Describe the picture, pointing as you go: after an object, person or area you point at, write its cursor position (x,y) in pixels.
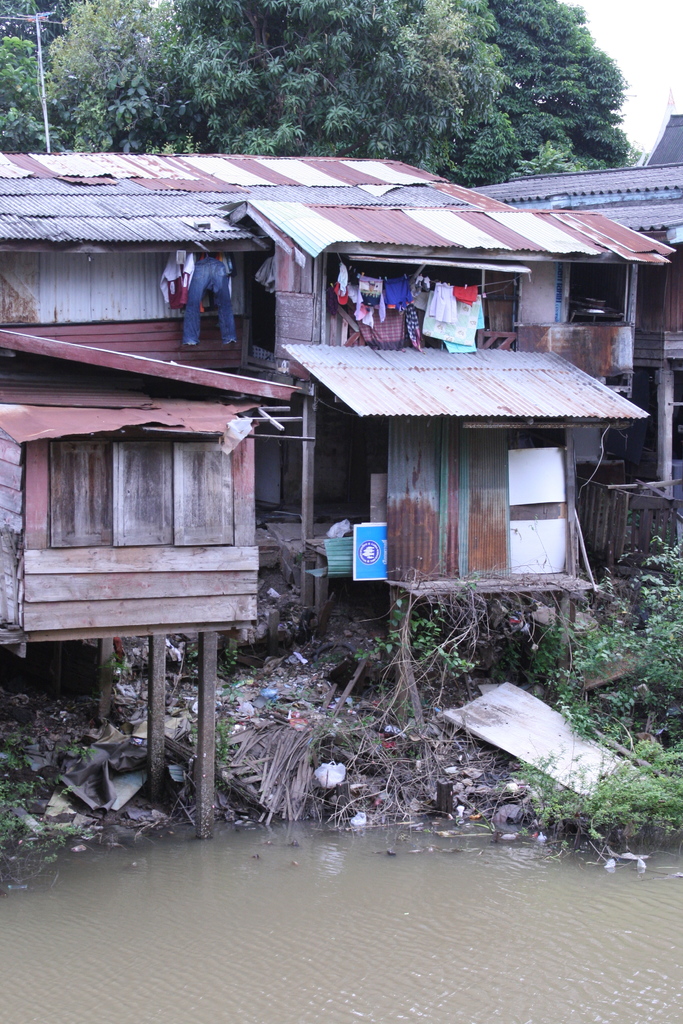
In the picture we can see some huts (287,459) under it we can see some garbage (90,773) and near it we can see water (423,950) and behind the huts (304,159) we can see some trees (450,91).
